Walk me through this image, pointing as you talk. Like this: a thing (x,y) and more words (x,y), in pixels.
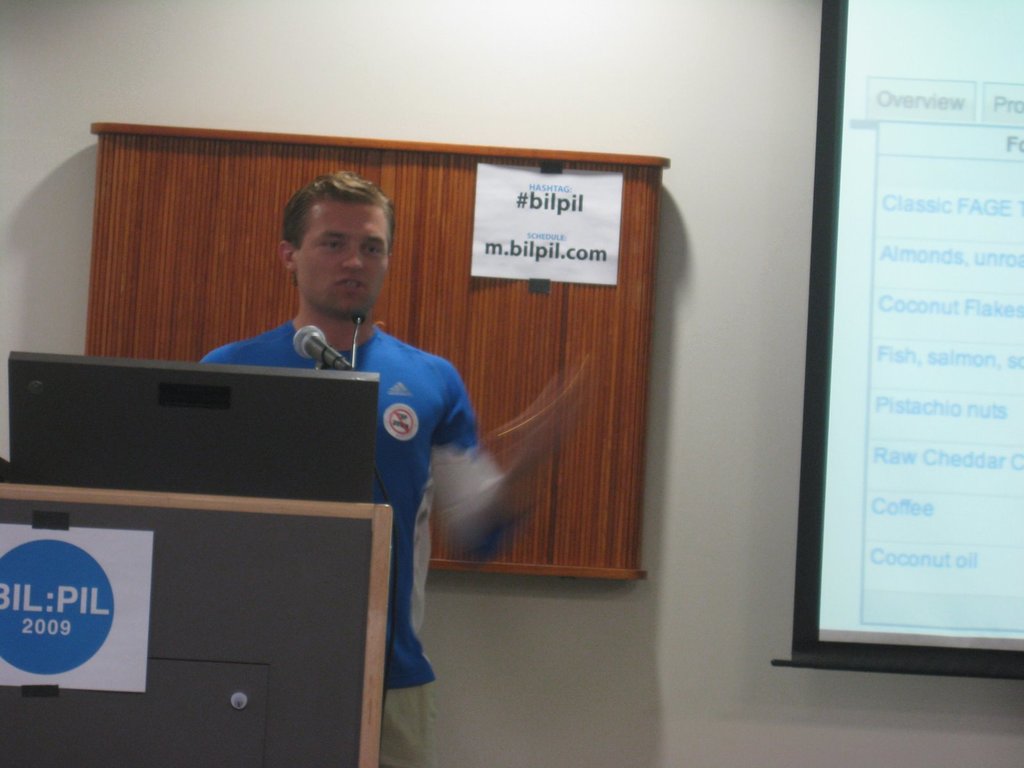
In this image I can see a man (351,326) is standing. I can see he is wearing blue dress (398,513). I can also see a mic (320,353), a projector screen (945,675) and I can see something is written at few places.
